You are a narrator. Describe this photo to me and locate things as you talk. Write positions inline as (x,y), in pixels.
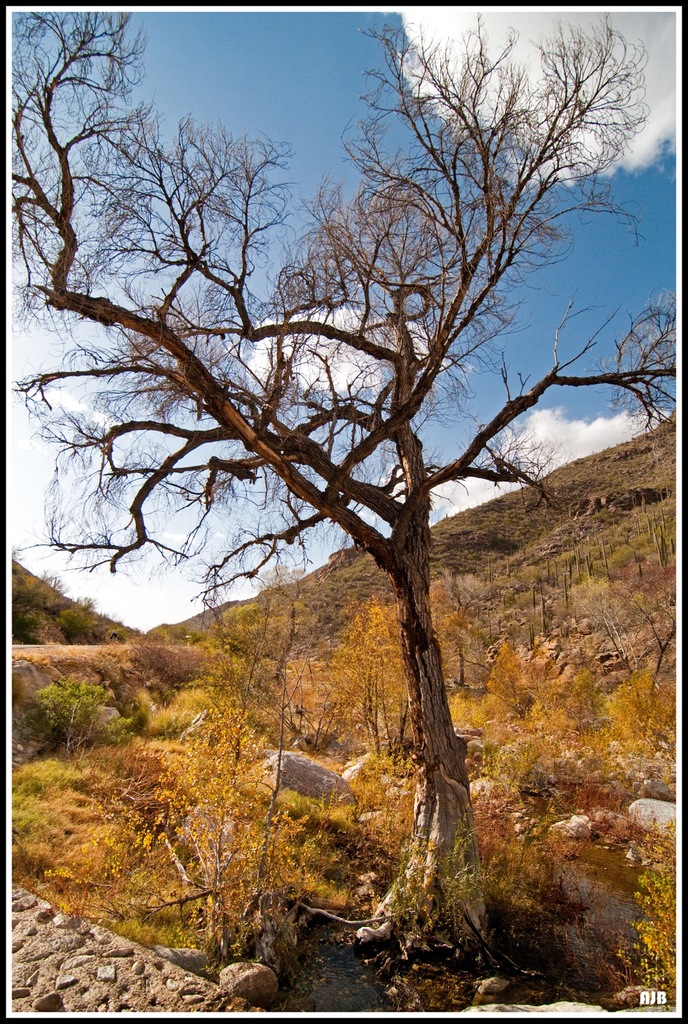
In this image we can see a tree (369,438), few plants (277,804), stones (307,764), mountains (562,506) and the sky (303,129) with clouds (600,121) in the background (562,414).
